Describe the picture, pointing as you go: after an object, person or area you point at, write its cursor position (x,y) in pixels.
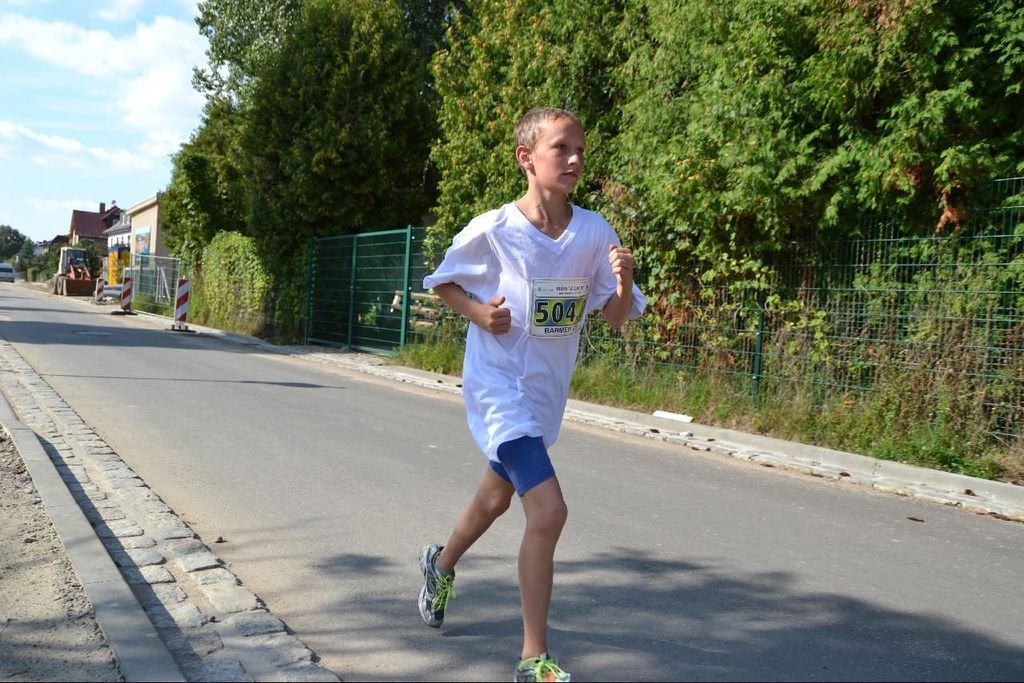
In this image, we can see a person (531,398) is running on the road (505,556). Background (1010,347) we can see trees (803,46), fence (729,338) and plants (668,378). On the left side of the image (87,508), we can see the walkway (6,574), vehicle (53,284), houses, trees (184,267) and cloudy sky (76,152).
